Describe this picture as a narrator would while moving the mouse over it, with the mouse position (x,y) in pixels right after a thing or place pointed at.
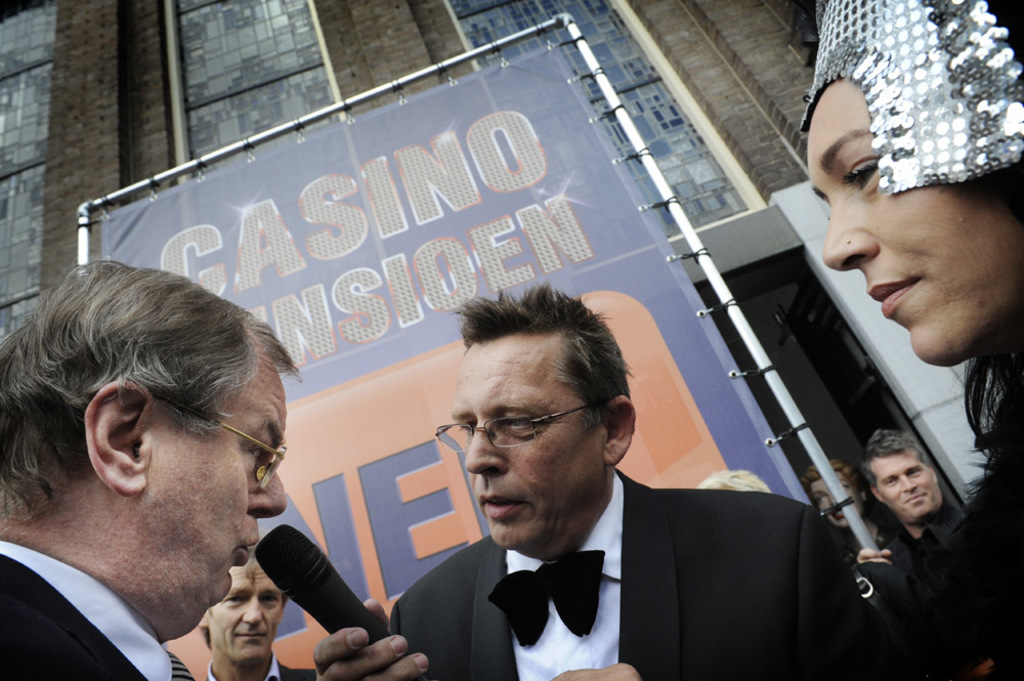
Here we see 6 people (909,273) standing and the left most person (152,597) is in front of a microphone (323,591) which is being held by another person (510,615). Behind we can see a building (442,15) and also behind the person (597,381) we have a banner (355,247) on which some matter (384,306) is written like casino.......
